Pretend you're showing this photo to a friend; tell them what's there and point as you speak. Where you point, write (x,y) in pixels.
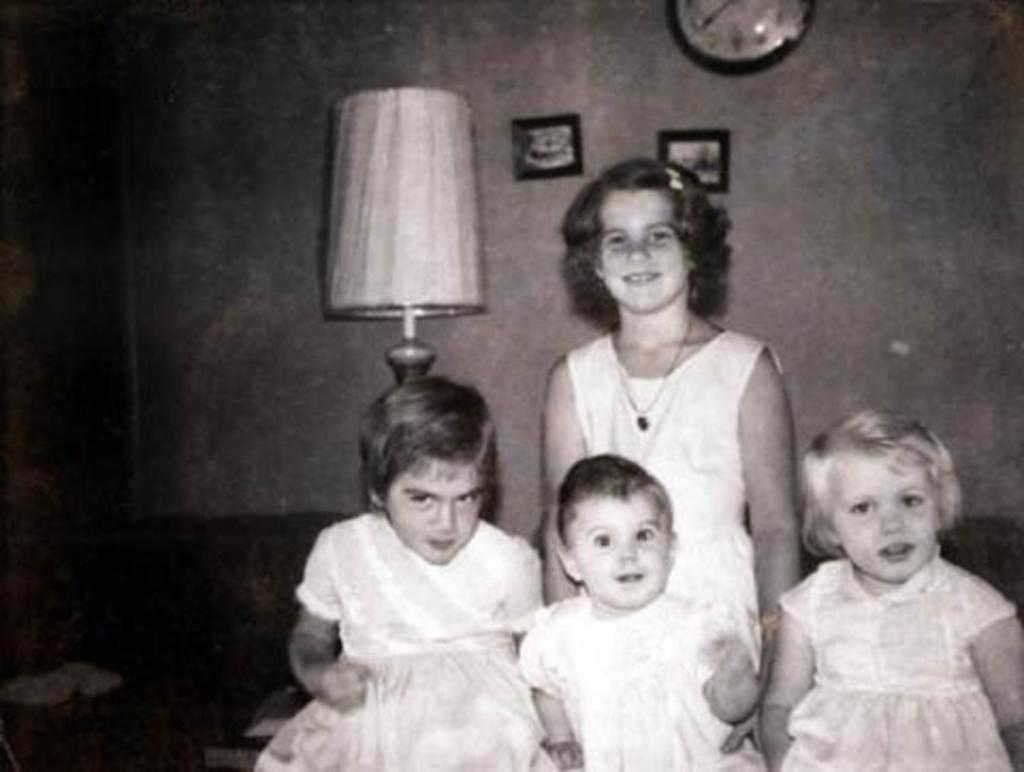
In this image in front (702,496) there are four children (684,503). Behind them there is a lamp (405,220). There are photo frames (671,132) and a clock (741,49) on the wall (863,212). On the left side of the image (111,673) there are some objects (96,680).
